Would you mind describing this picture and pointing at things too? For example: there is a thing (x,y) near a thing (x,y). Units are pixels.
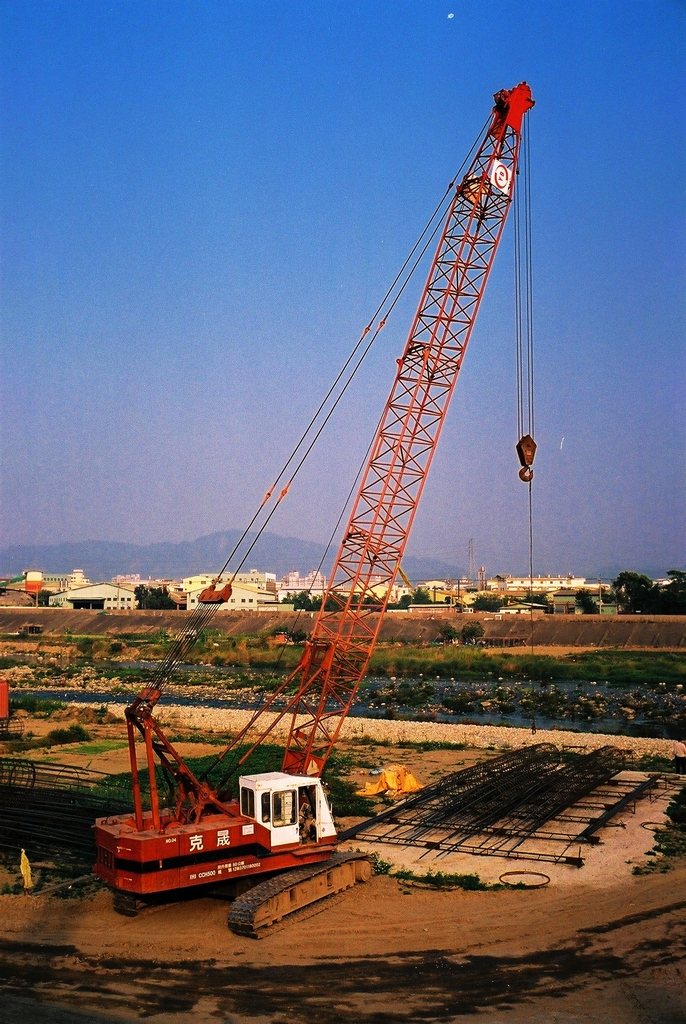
This is the picture of a place where we have a field (619,981) on which there is crane (326,758) and some other things (404,839) and the other side there are some houses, buildings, trees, plants (244,675) and some mountains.
